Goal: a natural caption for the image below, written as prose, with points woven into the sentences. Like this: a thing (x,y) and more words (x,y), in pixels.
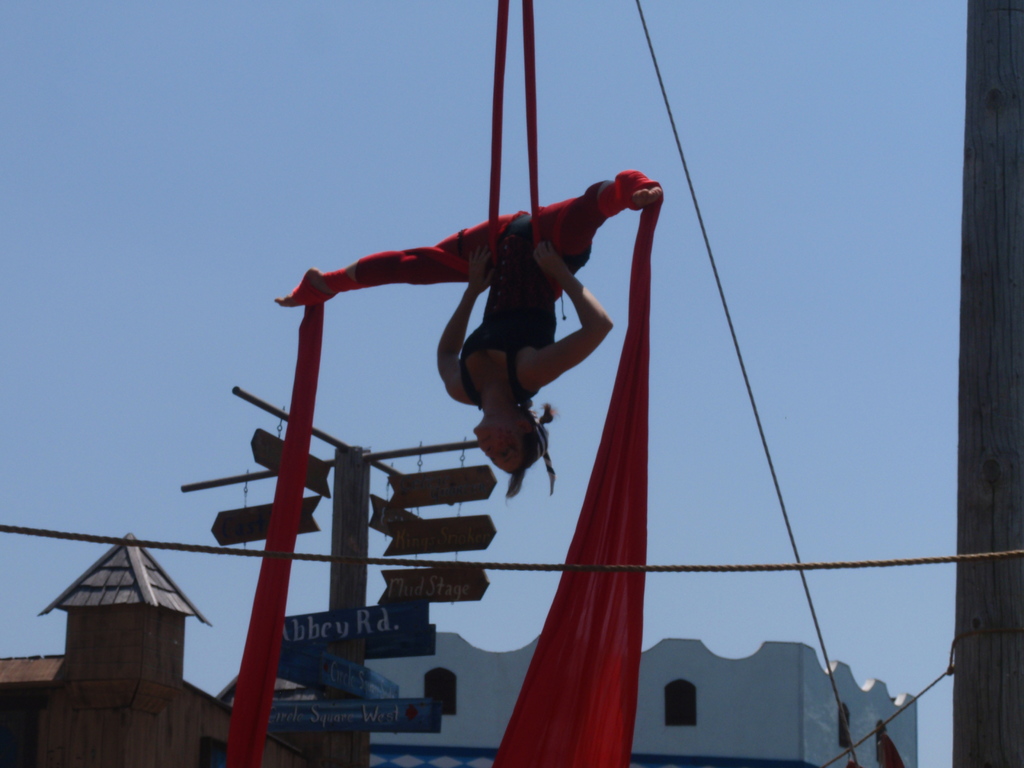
In this image we can see a woman (529,430) is tied to the clothes (642,387) in the air (599,387). In the background (179,613) there are buildings (306,690), boards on the pole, windows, rope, pole (1004,422) on the right side (987,258) and sky (918,358).
